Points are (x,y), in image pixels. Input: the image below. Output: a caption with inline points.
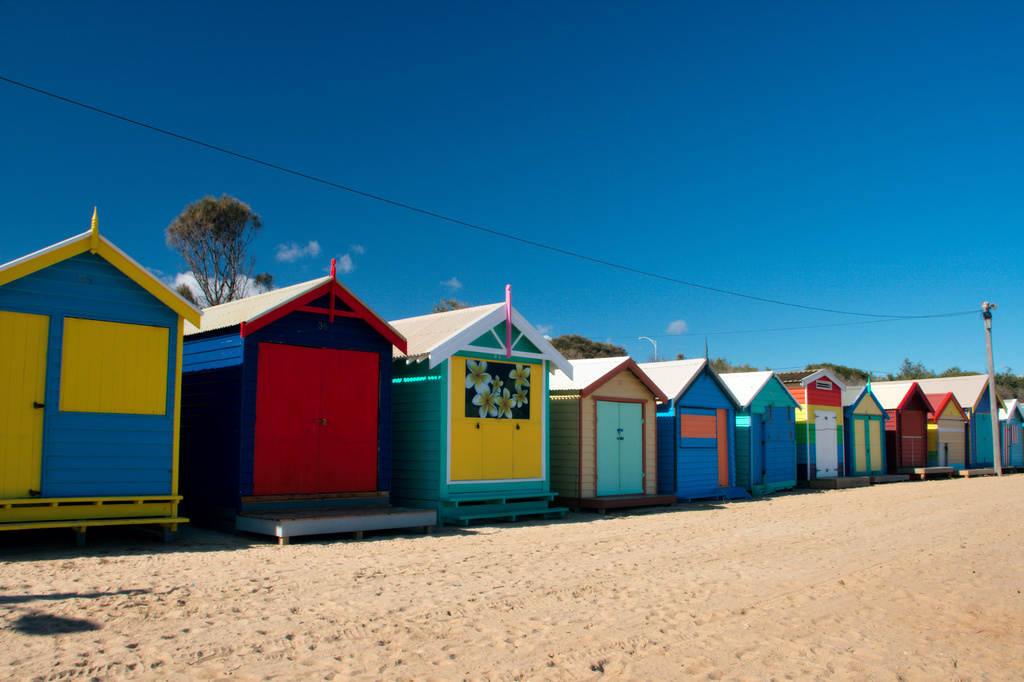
In this picture we can see sheds (243,493) with doors (856,429), sand (594,560), pole (988,349), trees (237,272) and in the background (433,267) we can see sky (534,269) with clouds (295,253).
